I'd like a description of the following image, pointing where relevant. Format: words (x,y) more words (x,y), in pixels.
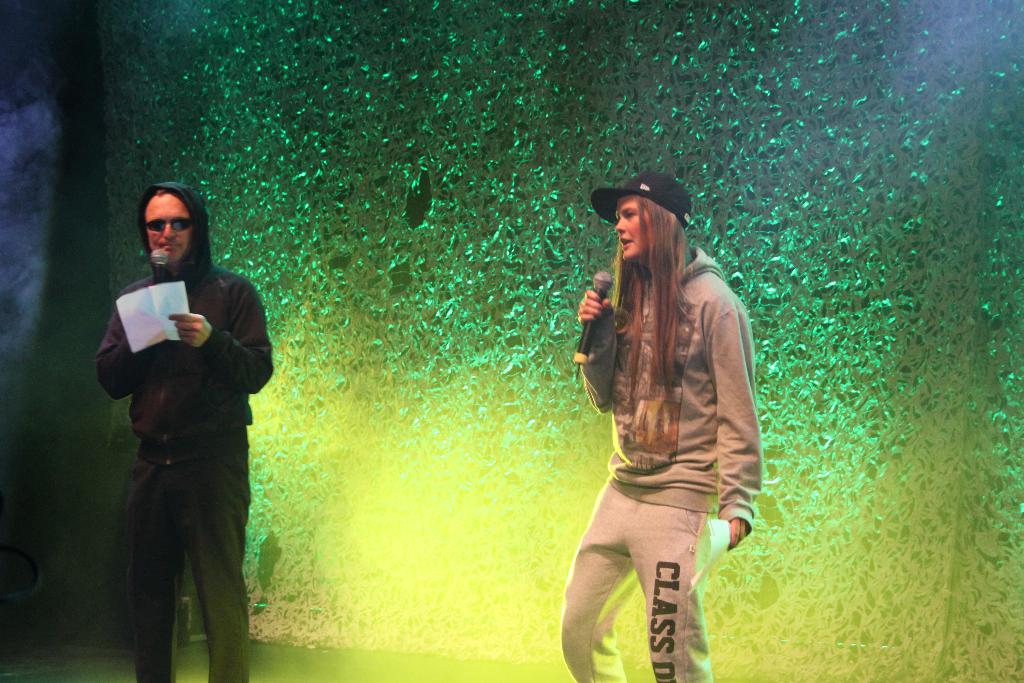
On the left side (256,340), there is a person (236,413) in black color dress (257,327), holding a mic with one hand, holding a paper (129,305) with the other hand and standing. On the right side (732,498), there is a woman (692,295) in a hoodie (732,371), holding a mic (585,326) with one hand (587,317), holding a paper (713,540) with the other hand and standing. In the background (545,458), there is an object (315,251).
